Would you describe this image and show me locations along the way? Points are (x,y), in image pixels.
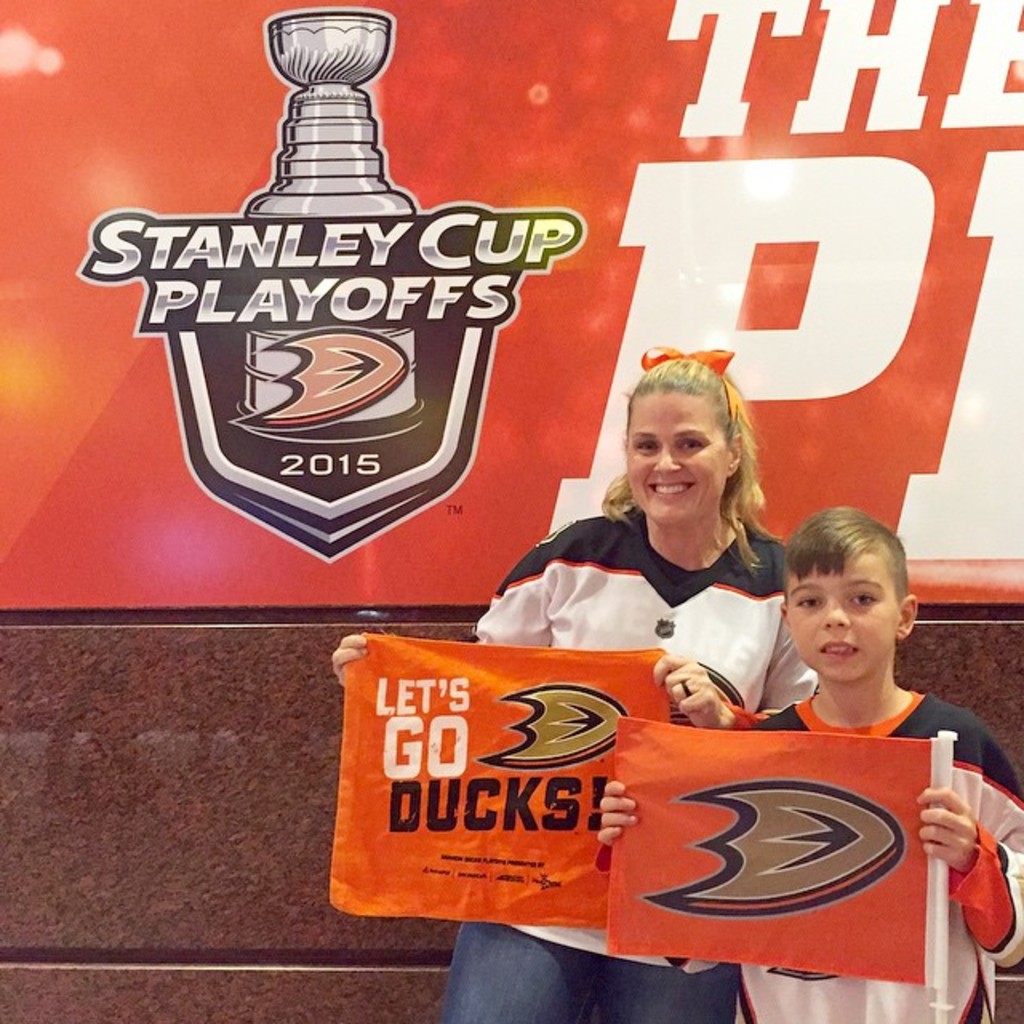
In this picture we can see two people (961,791) are holding a banner (558,780), behind we can see the poster (413,400) which is having the logo (413,400) and some letters (623,443).
